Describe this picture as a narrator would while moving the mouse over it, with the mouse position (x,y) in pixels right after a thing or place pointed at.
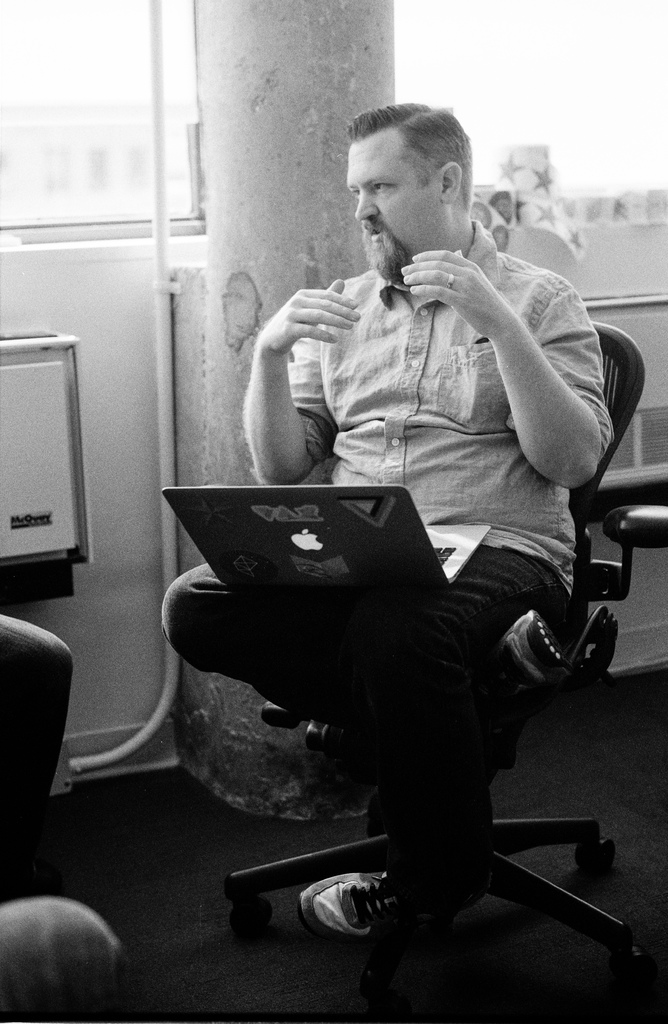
I see this is a black and white image and I see a man (407,395) over here who is sitting on this chair (623,542) and I see a laptop (334,583) on him and I see the logo (295,538) over here and I see the floor (348,820). In the background (78,777) I see the wall (82,714) and I see the pipe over here.
